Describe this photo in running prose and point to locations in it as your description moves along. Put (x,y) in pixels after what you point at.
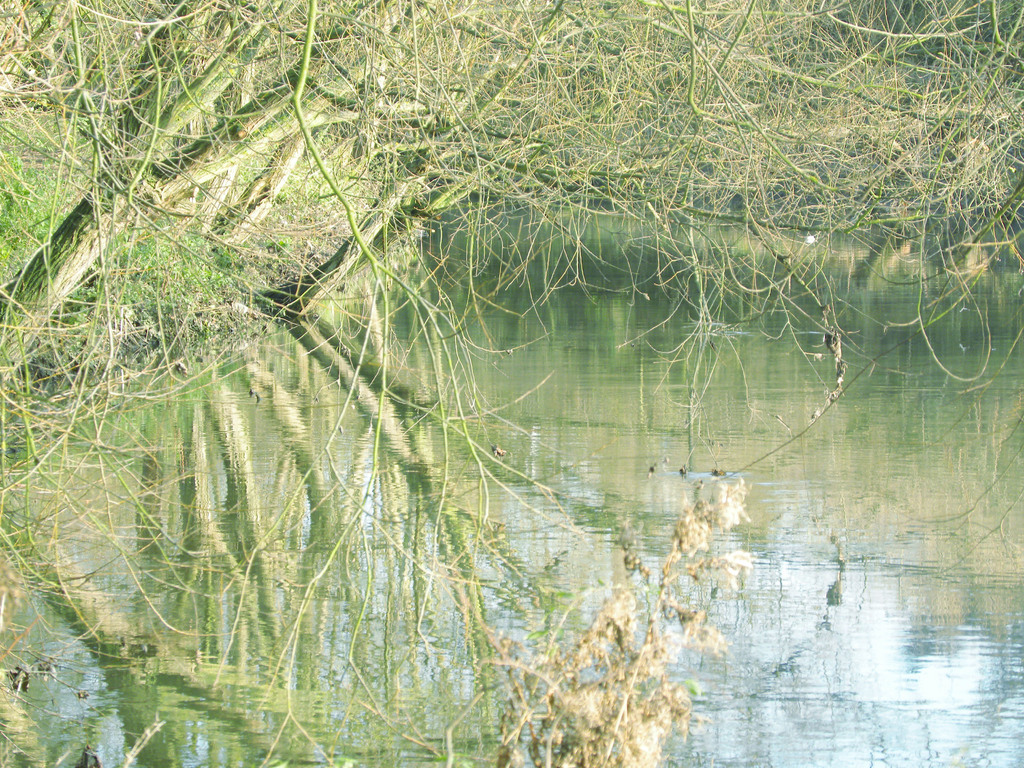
In the image there is a lake (469,517) and around the lake (363,330) there are many trees (313,20).
